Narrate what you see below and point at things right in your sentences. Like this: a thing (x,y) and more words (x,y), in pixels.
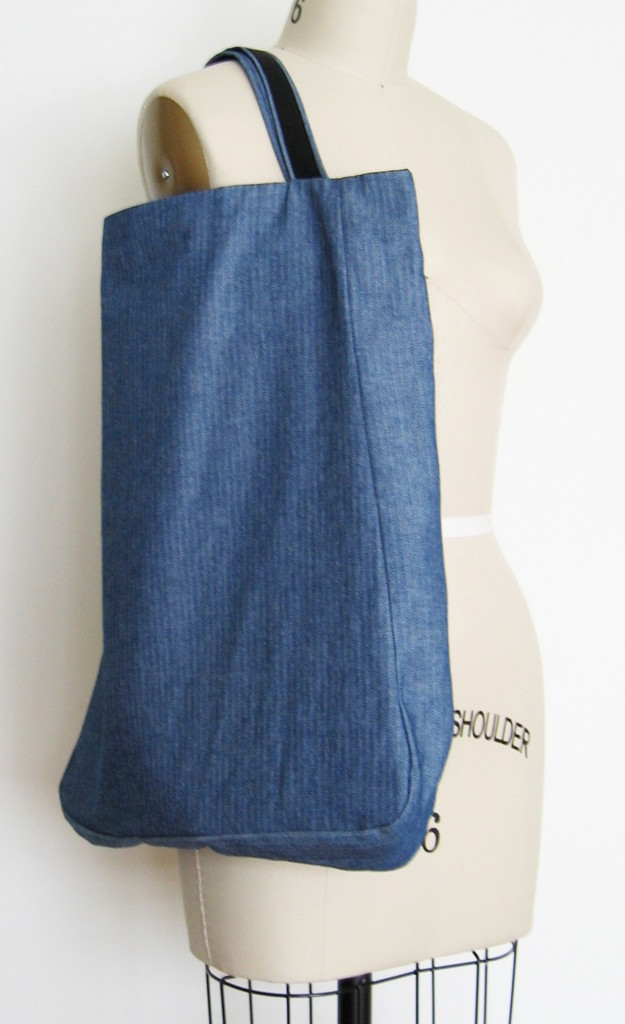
This picture is mainly highlighted with a mannequin (387,8) and a blue colour bag (228,444) on it.
